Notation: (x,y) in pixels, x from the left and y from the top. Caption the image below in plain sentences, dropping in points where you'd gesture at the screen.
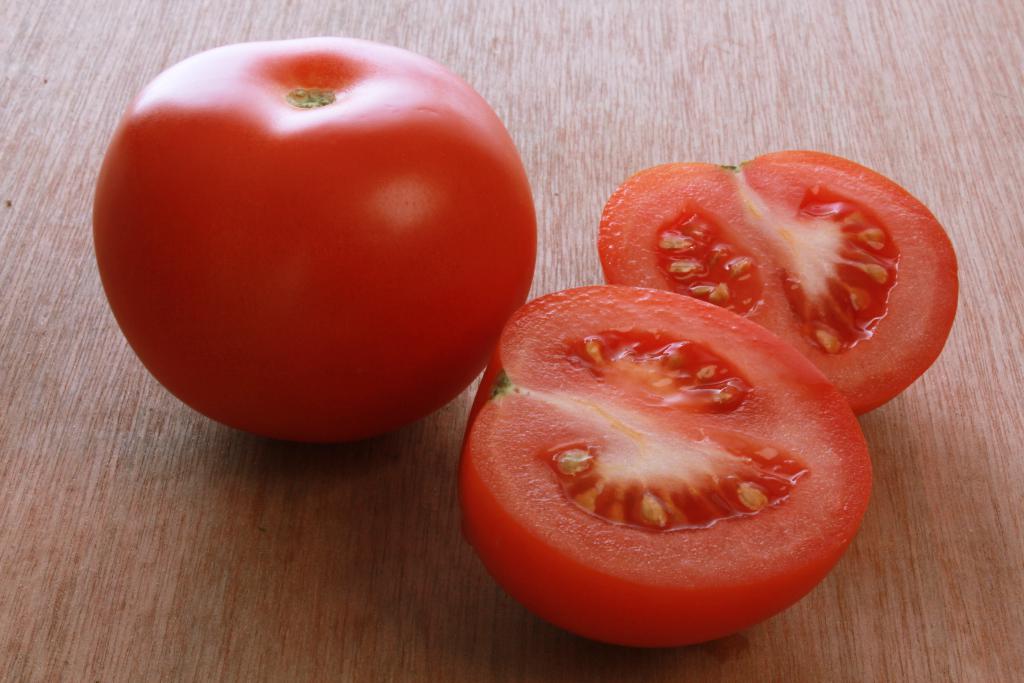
In this image I can see a tomato (495,262) and its two pieces (939,244) kept on a table (478,35). This image is taken may be in a room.
